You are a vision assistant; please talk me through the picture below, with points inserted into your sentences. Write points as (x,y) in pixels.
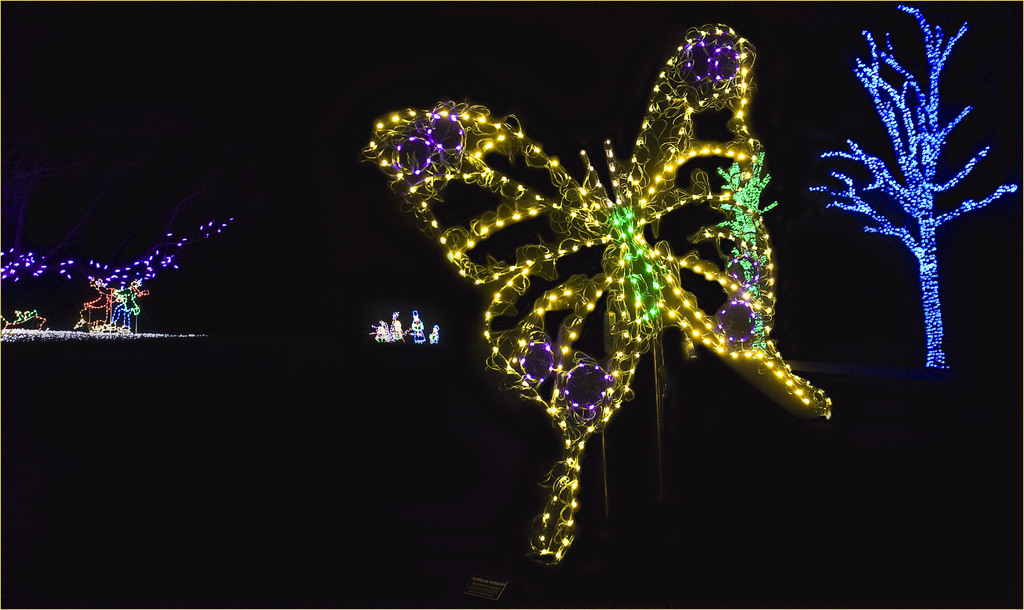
In this image few lights (499,225) are arranged in the structure of a butterfly. Left side (27,332) there are few lights (84,278). Right side (924,212) few lights (928,185) are attached the tree (934,203). Background (210,120) is in black color.
